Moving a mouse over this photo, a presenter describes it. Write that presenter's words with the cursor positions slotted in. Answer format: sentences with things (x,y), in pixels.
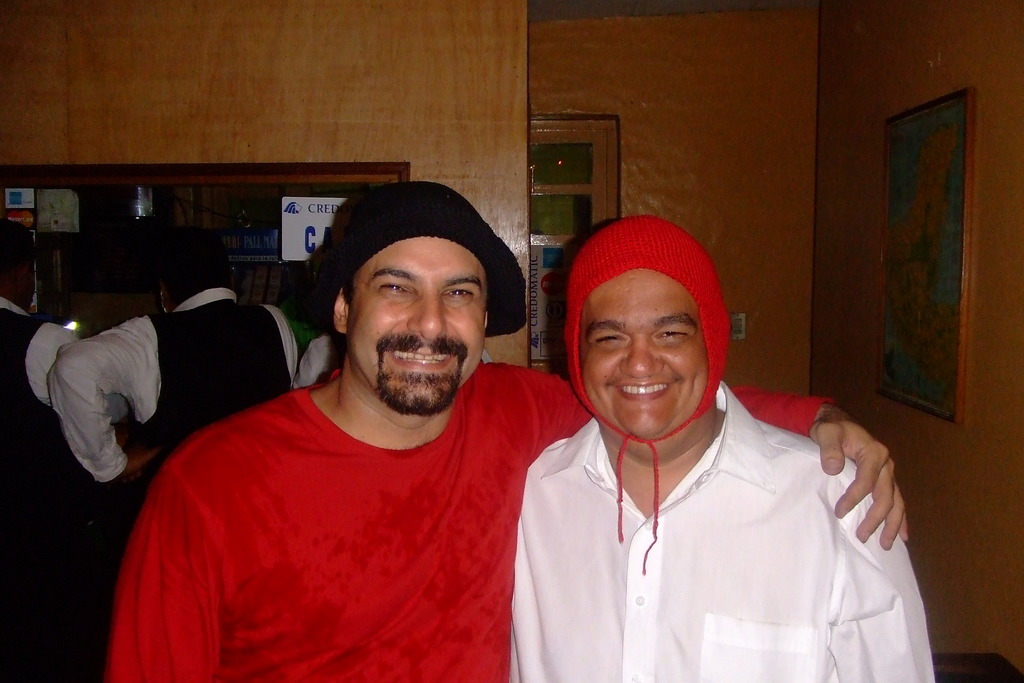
In this picture there is a man (396,643) wearing red color t-shirt (404,548) with black color cap (348,275) smiling and giving a pose into the camera. Beside there is a another man (695,592) wearing white color shirt (683,558) smiling and giving a pose. In the background (232,115) we can see the wooden panel wall (235,132) and a window (174,199).
